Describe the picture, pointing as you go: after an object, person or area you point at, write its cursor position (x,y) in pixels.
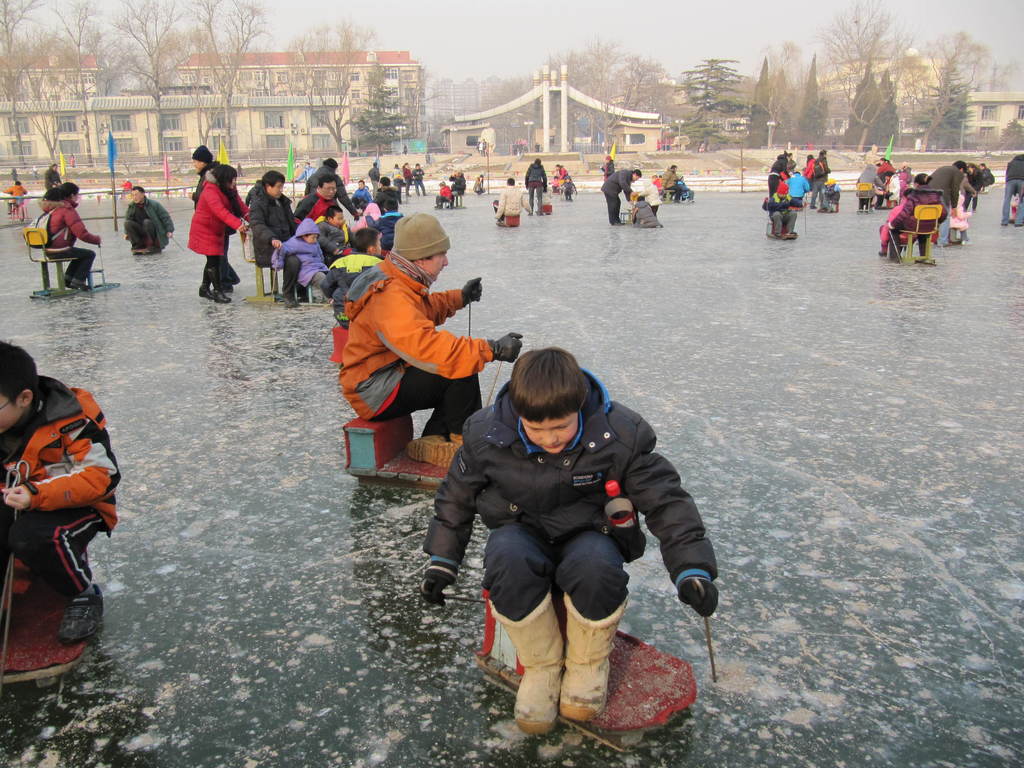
In the front of the image (490,542) I can see few people (515,588) are sitting on objects (144,241), holding sticks (705,616) and doing ice skating. In the background of the image (953,83) there are buildings (211,81), trees (934,71), flags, sky (402,3) and objects (420,140).
